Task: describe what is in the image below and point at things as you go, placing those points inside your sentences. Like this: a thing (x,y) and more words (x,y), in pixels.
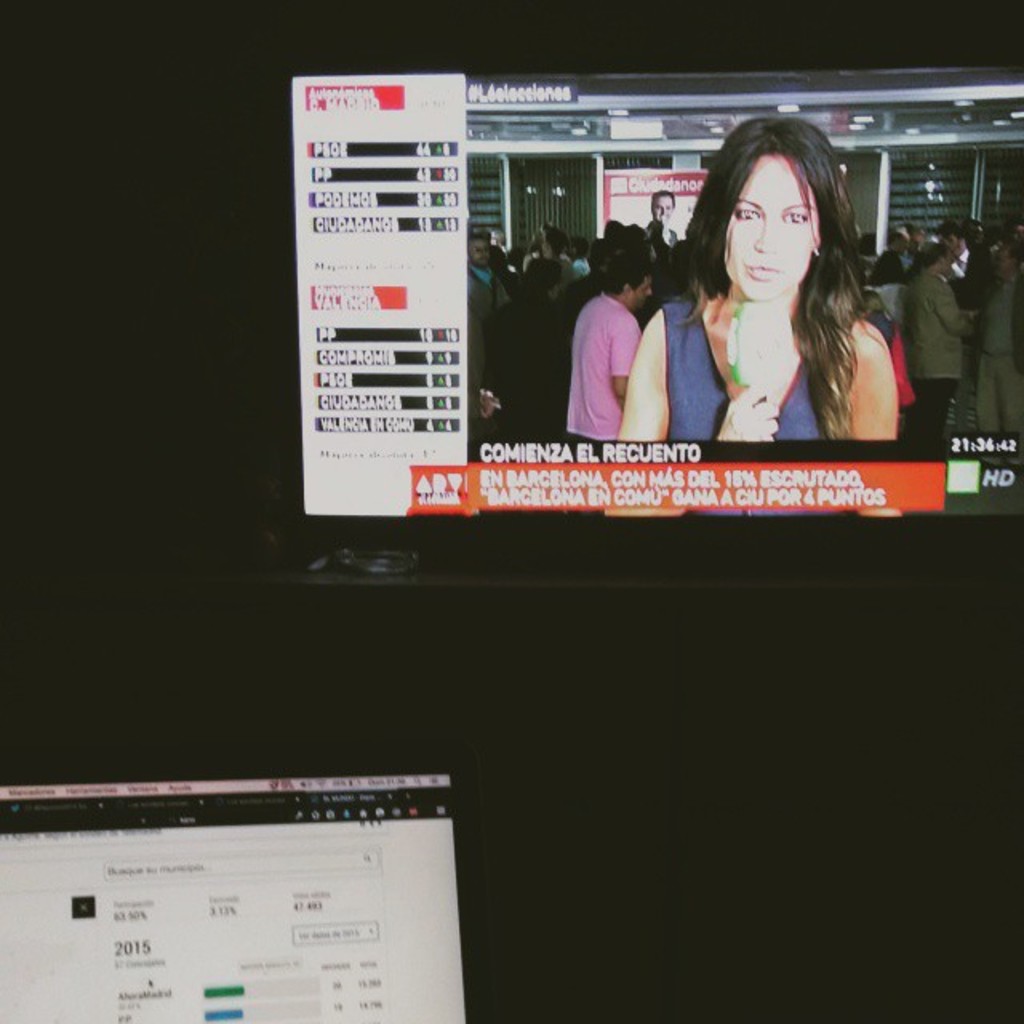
The picture consists of two screens (414,468). The background (122,314) is dark. On the right (863,403), in the screen (727,280) there is a woman (726,289) speaking.
